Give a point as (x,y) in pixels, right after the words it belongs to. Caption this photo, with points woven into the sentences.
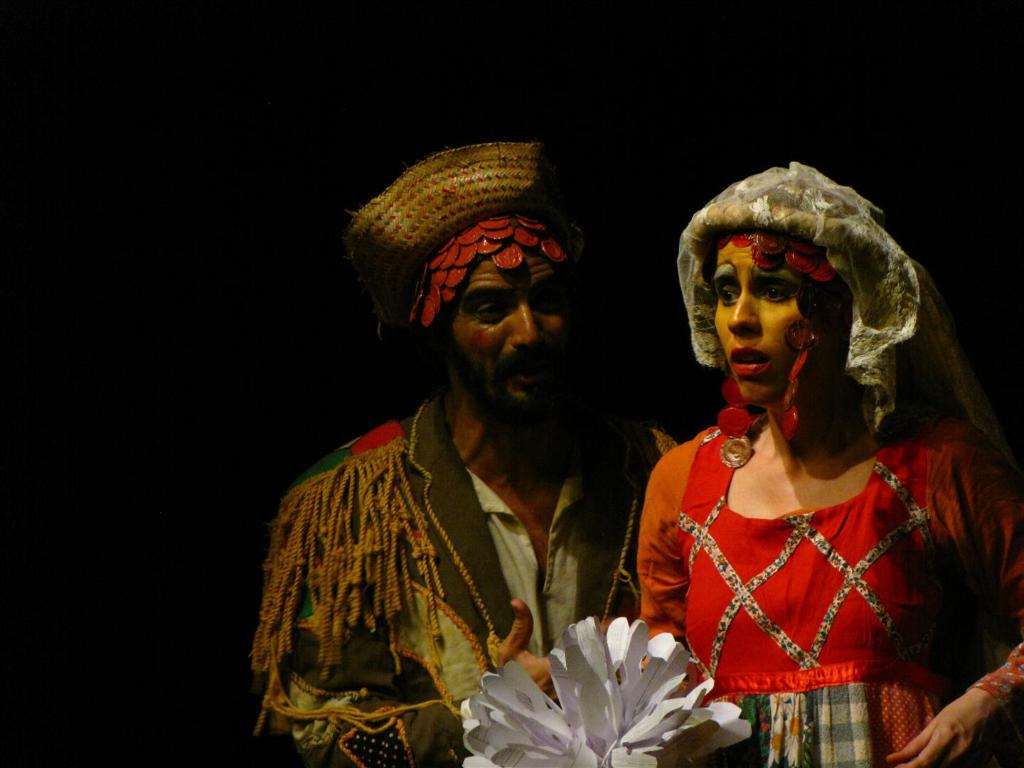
In the image we can see there are people (675,517) standing and they are wearing costumes (485,605). They are holding paper flower (632,692) in their hand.
